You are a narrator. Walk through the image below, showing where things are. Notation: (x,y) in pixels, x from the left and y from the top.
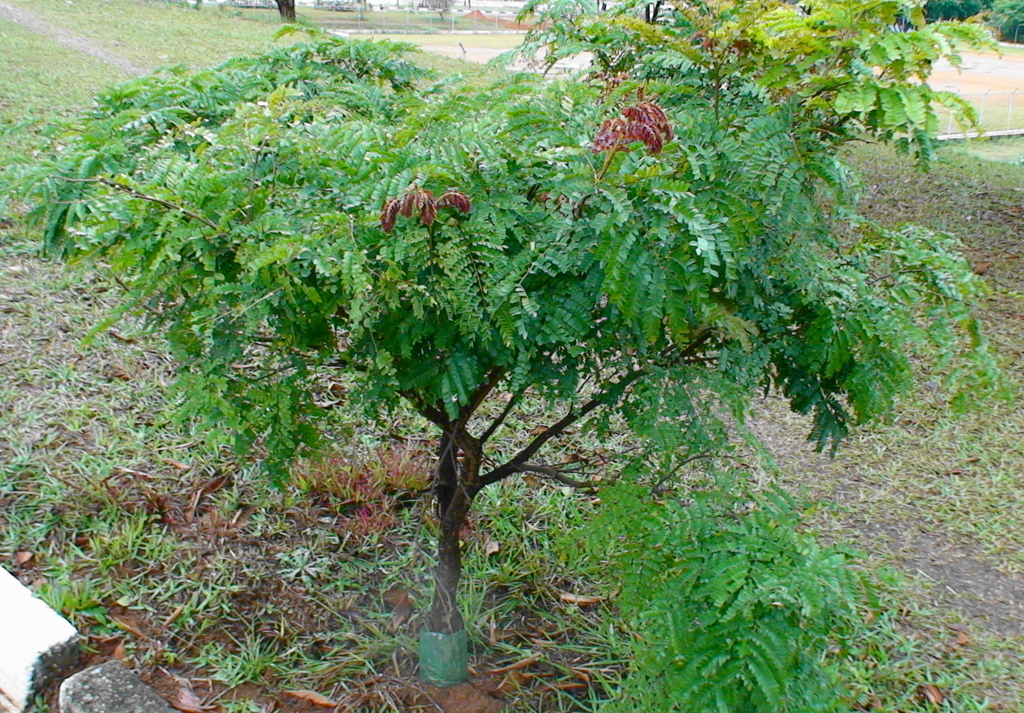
In this image I can see an open green grass ground (231,32) and here I can see a tree (465,248).
